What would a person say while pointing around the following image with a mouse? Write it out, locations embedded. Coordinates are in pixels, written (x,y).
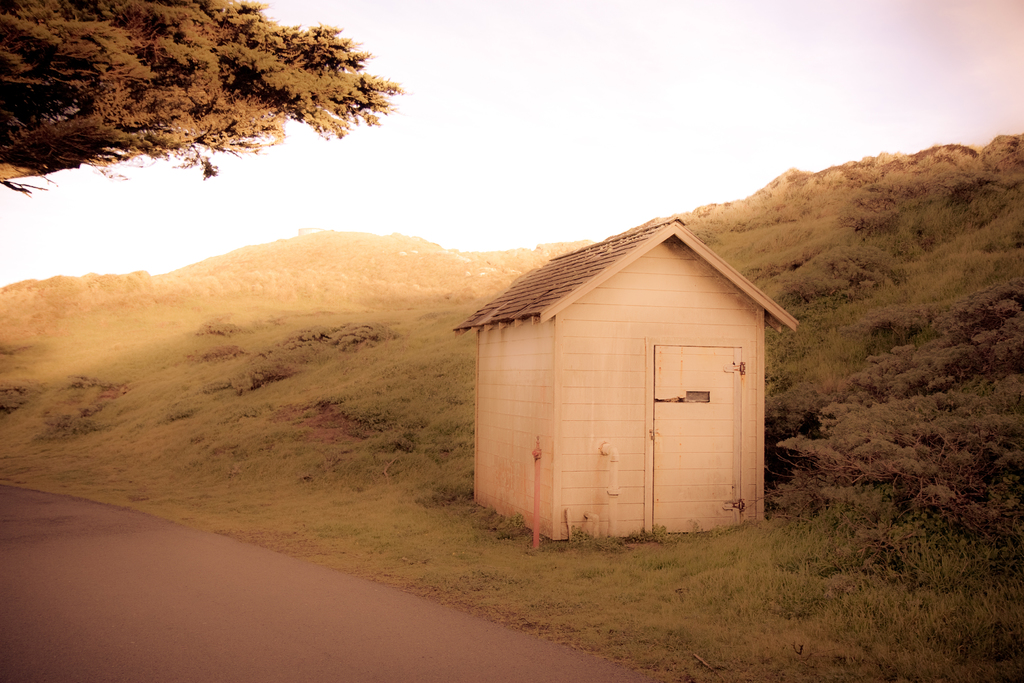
In this picture there is a hut (673,375). In front we can see door (699,456) and pipes (614,502). In the background (315,308) we can see the mountains (564,248). In the top left corner (195,47) there was a tree (118,87). At the top (597,72) there is a sky (561,22). At the bottom (366,659) there is a road (424,653). Beside that we can see the grass (795,595).
